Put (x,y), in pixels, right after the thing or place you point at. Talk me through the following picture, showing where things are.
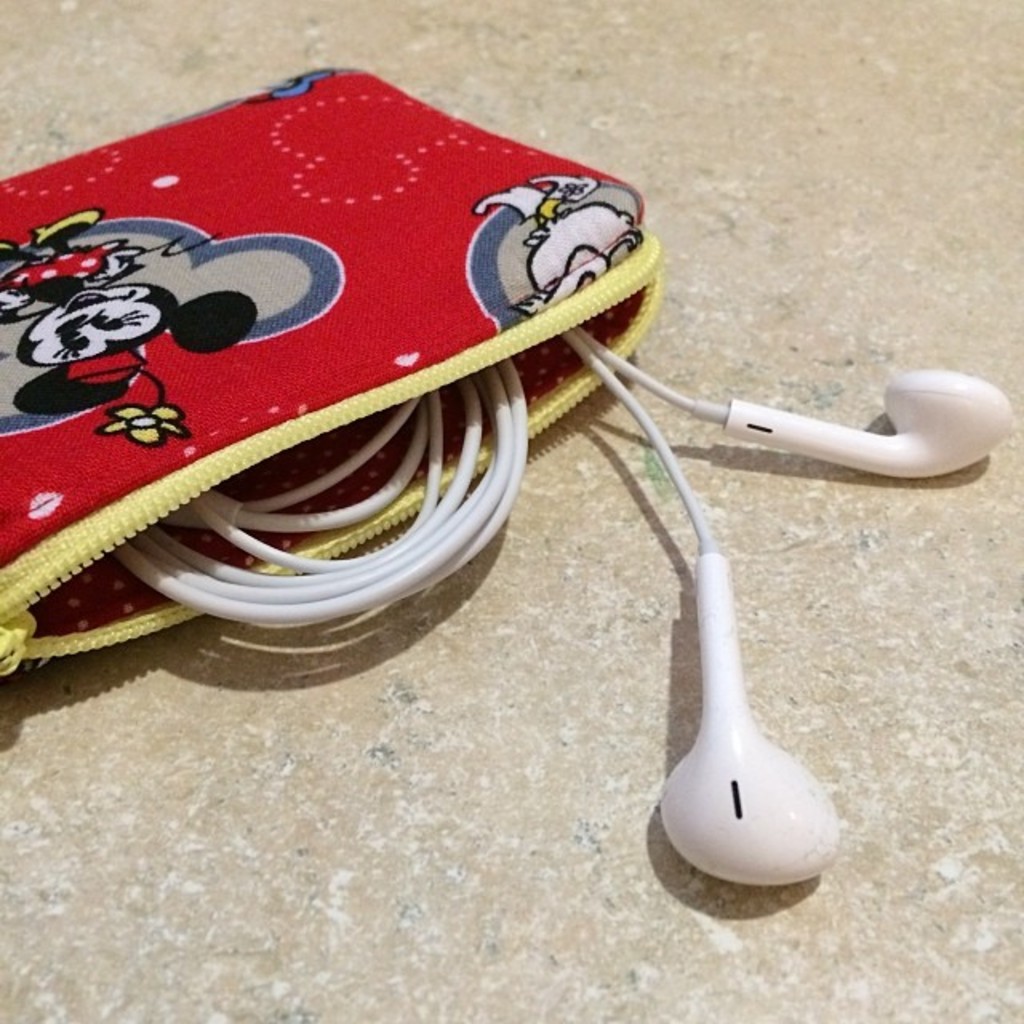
In this image we can see an earphone (516,462) in the pouch (387,471).
